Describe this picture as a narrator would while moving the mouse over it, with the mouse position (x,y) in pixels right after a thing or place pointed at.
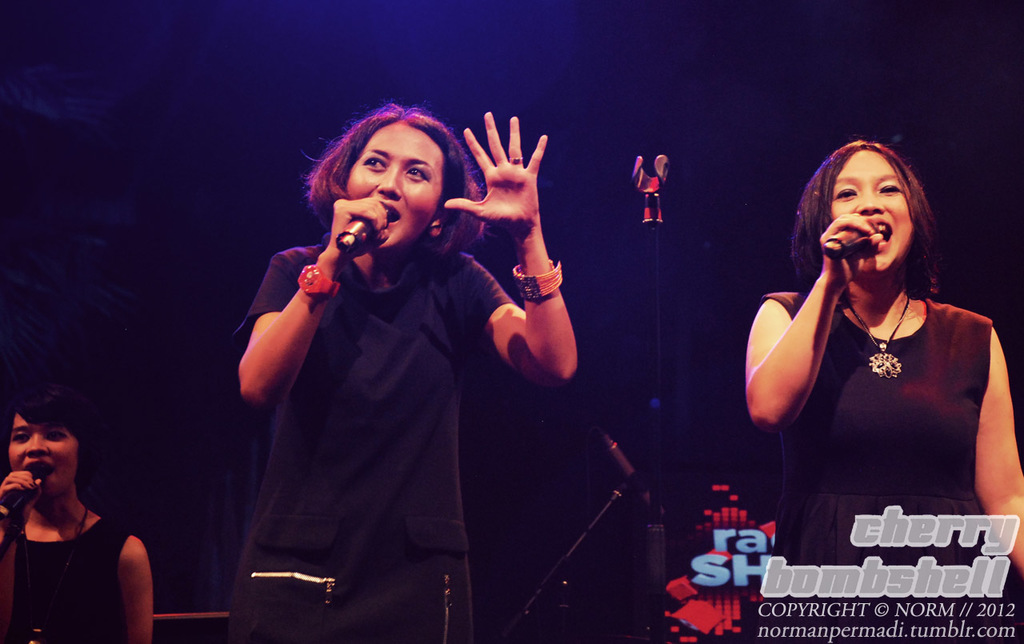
In this image I can see three women (886,173) are standing and I can see all of them are holding mics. Here I can see all of them are wearing black dress (865,407).
